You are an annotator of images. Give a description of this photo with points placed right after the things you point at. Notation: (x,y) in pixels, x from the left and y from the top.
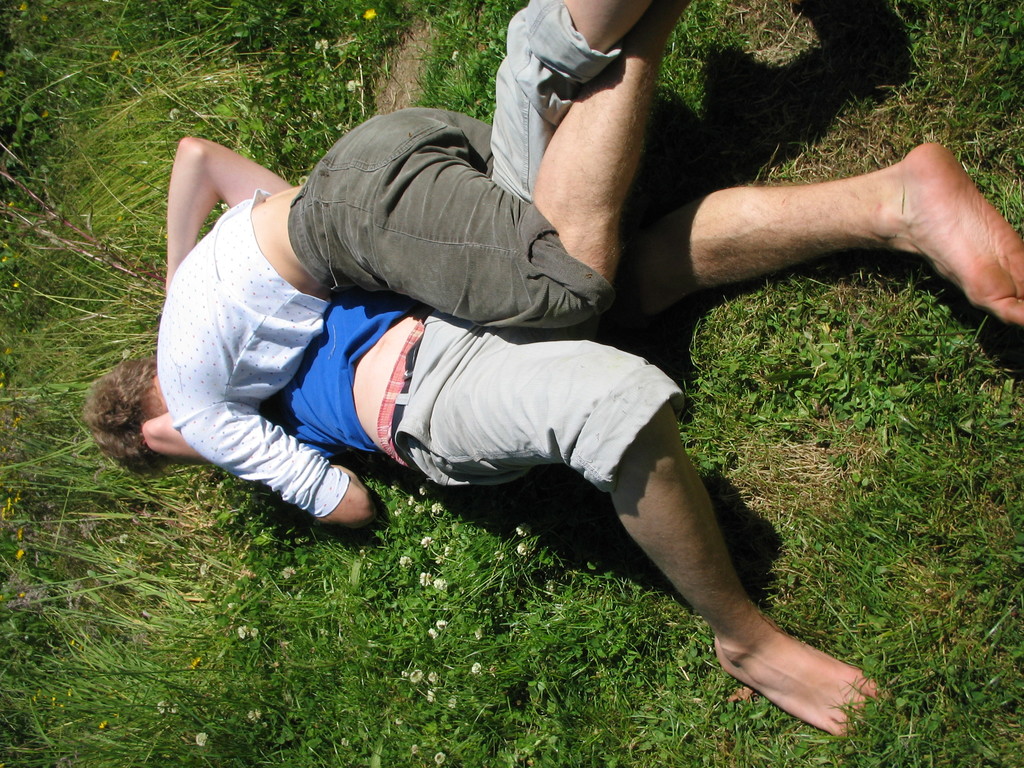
At the bottom of the picture (288,582) I can see grass (189,626) and two persons (633,535) fighting.
